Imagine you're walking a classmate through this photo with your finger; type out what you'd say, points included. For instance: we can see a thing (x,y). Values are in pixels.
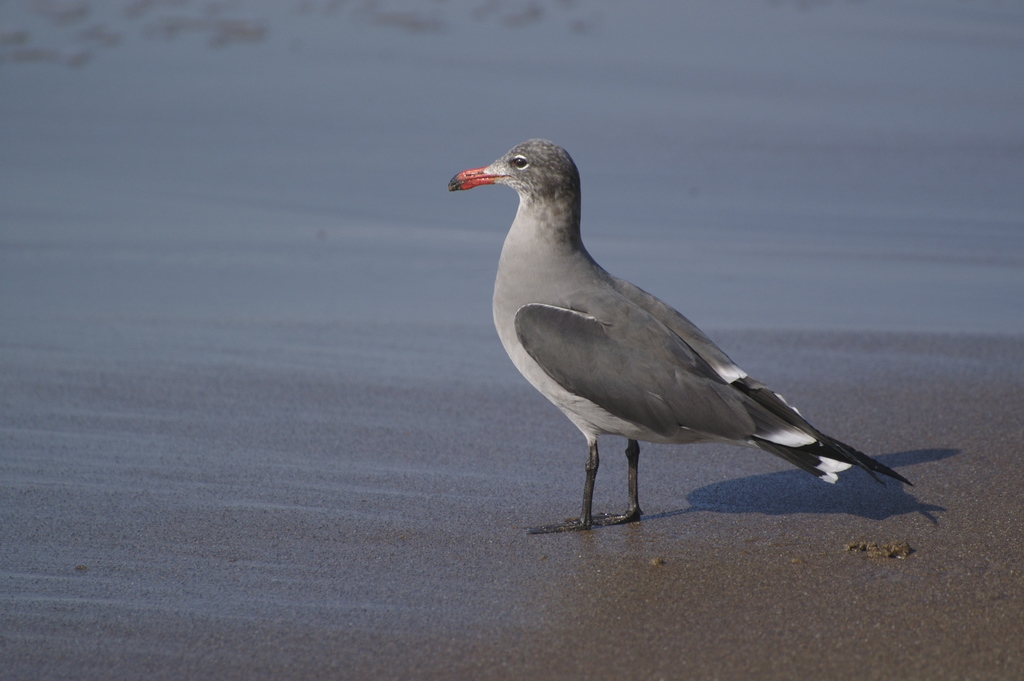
As we can see in the image there is a bird (525,343).
